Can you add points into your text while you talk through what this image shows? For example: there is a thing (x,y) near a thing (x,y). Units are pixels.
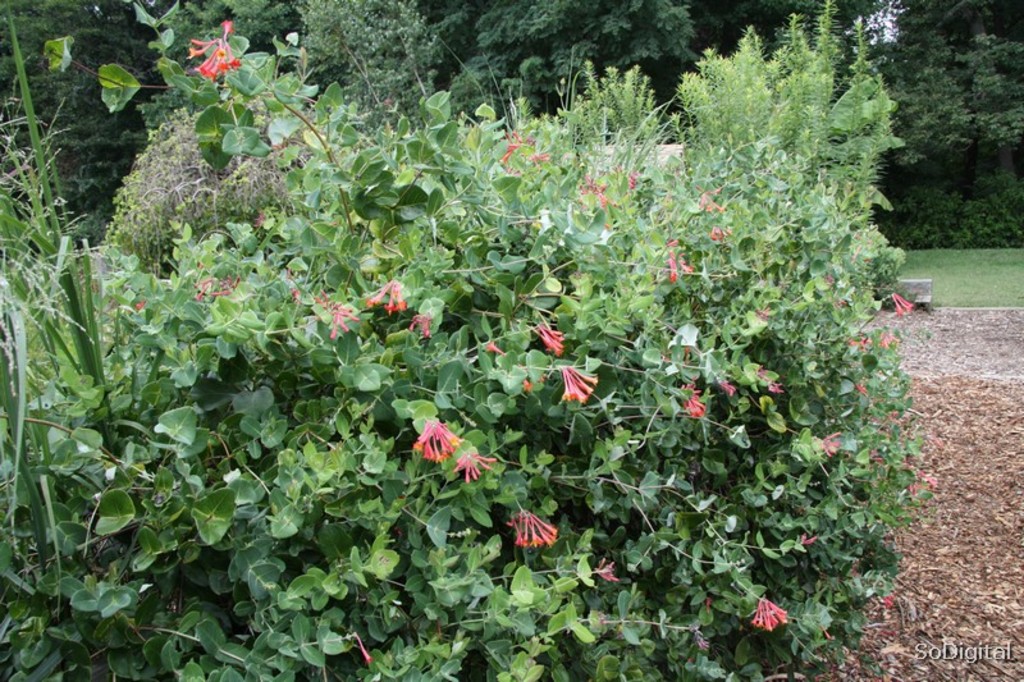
There are some plants (378,339) with some flowers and on the right side (991,481) we can observe some land (1010,374). In the background (958,136) there are some trees (596,46) and lawn (972,272) here.
